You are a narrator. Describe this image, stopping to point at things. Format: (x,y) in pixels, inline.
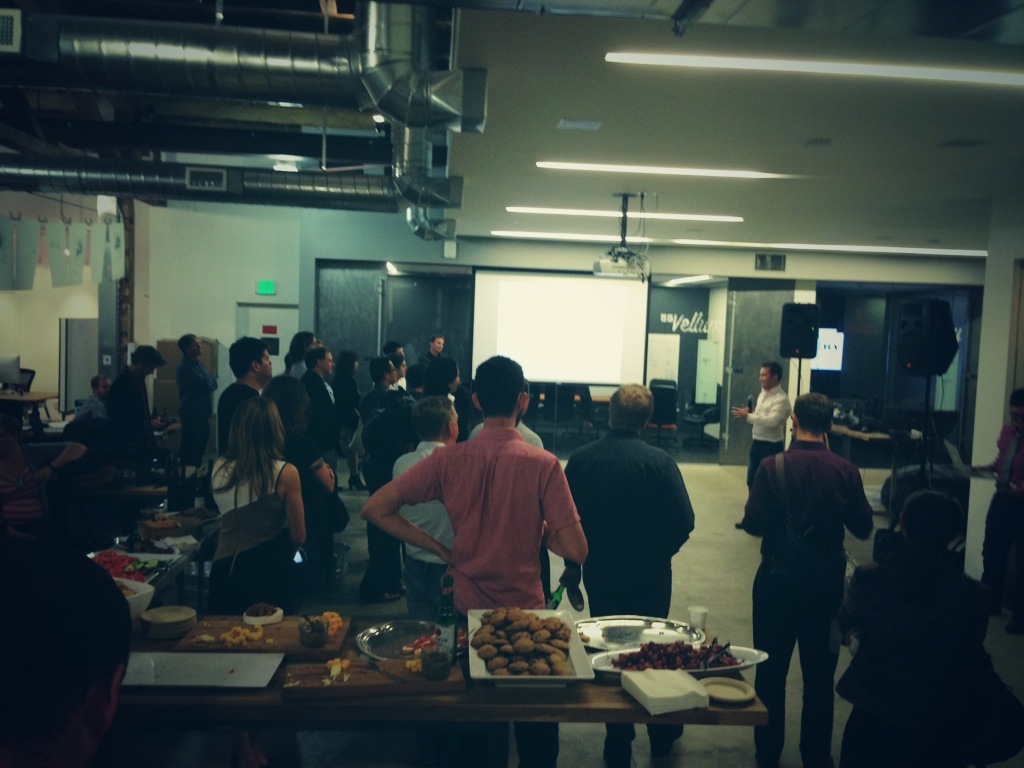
In this image I can see the group of people (384,480) standing. These people (326,482) are wearing the different color dresses (266,489). To the side of these people (266,573) I can see the brown color table (353,712) and there are many trays (356,683) with food (409,666) and plates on it. In the back (489,346) I can see the board (507,337) and the lights (665,214) can be seen in the top (699,61).
